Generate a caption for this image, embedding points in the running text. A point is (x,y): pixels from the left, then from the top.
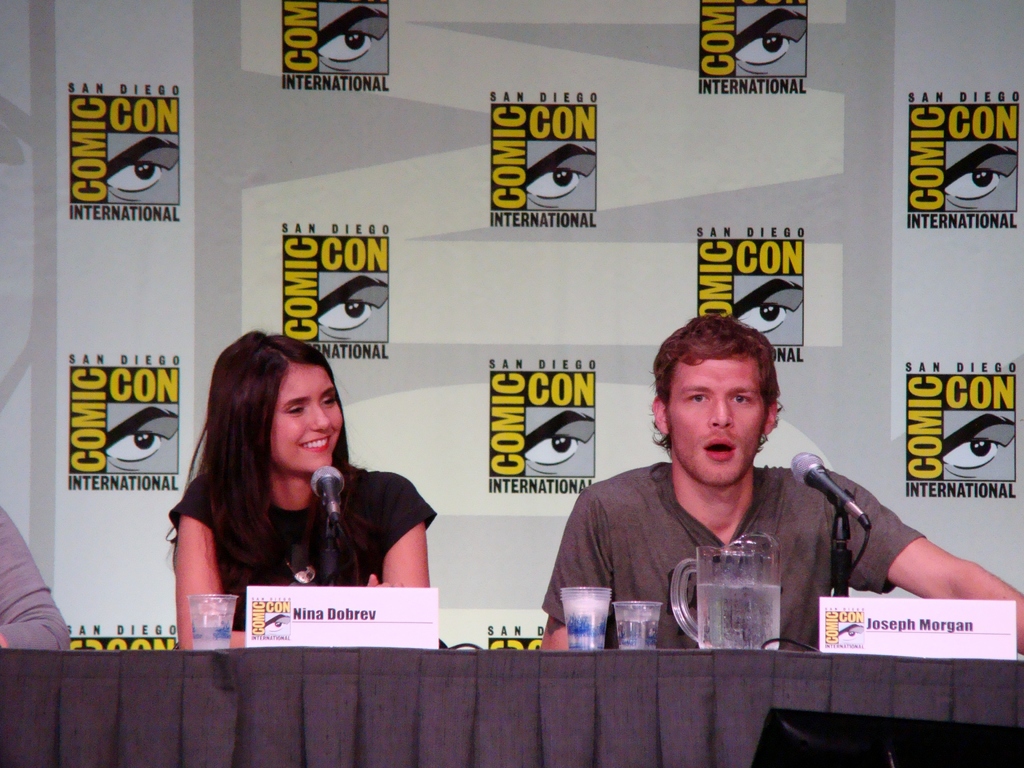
There are two people (587,552) sitting and we can see microphones (834,500), glasses (625,617), name boards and jug (742,612) on the table (546,675). Background (684,78) we can see posters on a wall (447,151).
